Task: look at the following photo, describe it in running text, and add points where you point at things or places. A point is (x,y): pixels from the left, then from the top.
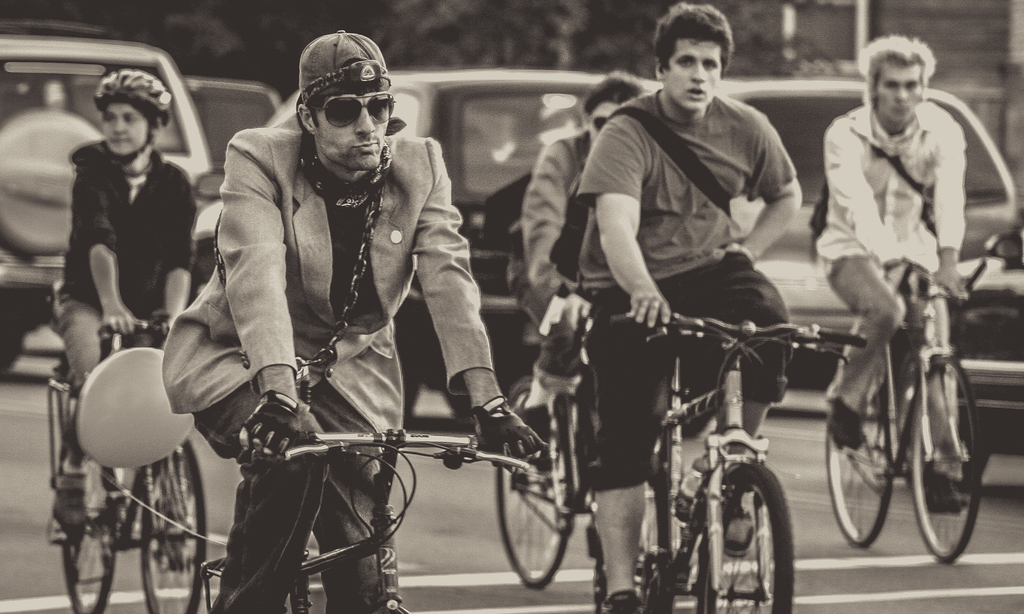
In this picture we can see some persons (568,318) on the bicycles (702,611) and there are some vehicles (411,124) on the road (817,580). And this is the black and white picture.
